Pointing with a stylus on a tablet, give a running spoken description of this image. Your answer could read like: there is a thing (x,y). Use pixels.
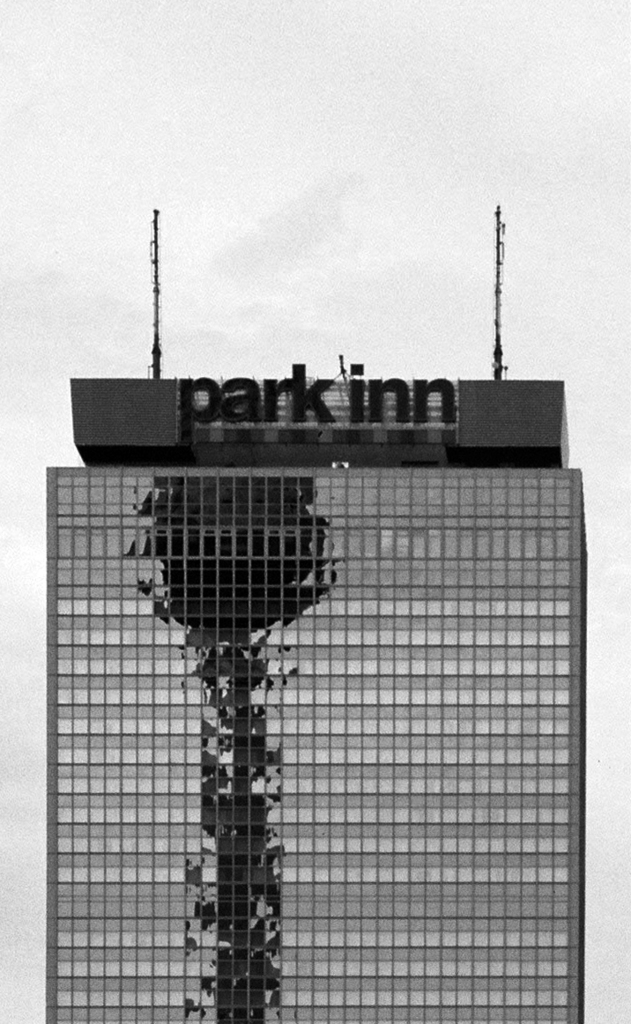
In this picture we can see a building (355,583) and poles (157,222) on the building (455,455).
